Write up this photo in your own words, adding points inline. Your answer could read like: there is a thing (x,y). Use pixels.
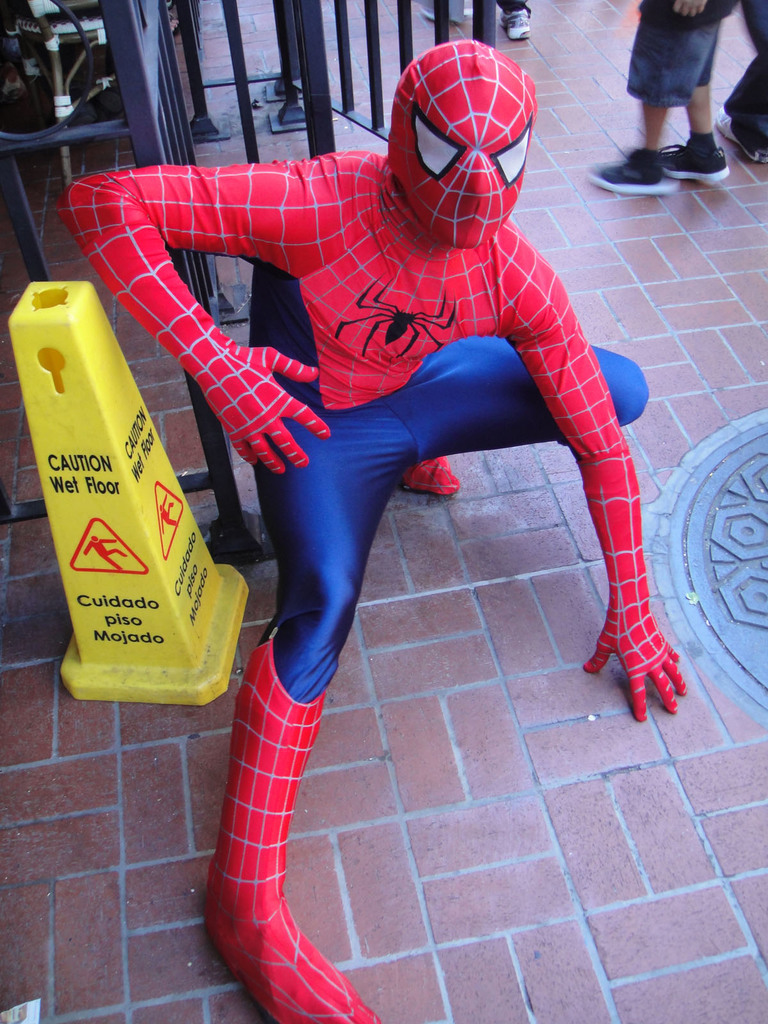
In this image I can see a man (323,370) wearing a spider man dress (341,326).
